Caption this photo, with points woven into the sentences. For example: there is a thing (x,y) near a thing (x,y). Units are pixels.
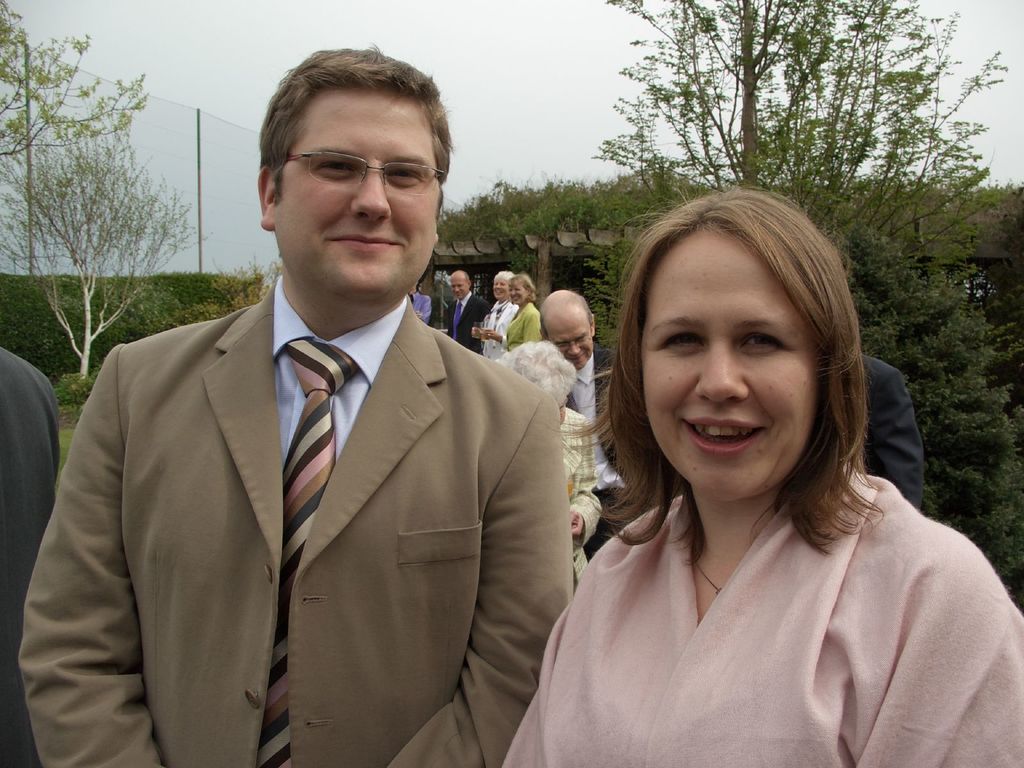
In this picture we can see a group of people (268,479). Behind the people (267,424), there are trees (40,209), a hedge (190,321), fence (224,186) and it looks like an arch (437,289). At the top of the image (467,144), there is the sky (518,78).
